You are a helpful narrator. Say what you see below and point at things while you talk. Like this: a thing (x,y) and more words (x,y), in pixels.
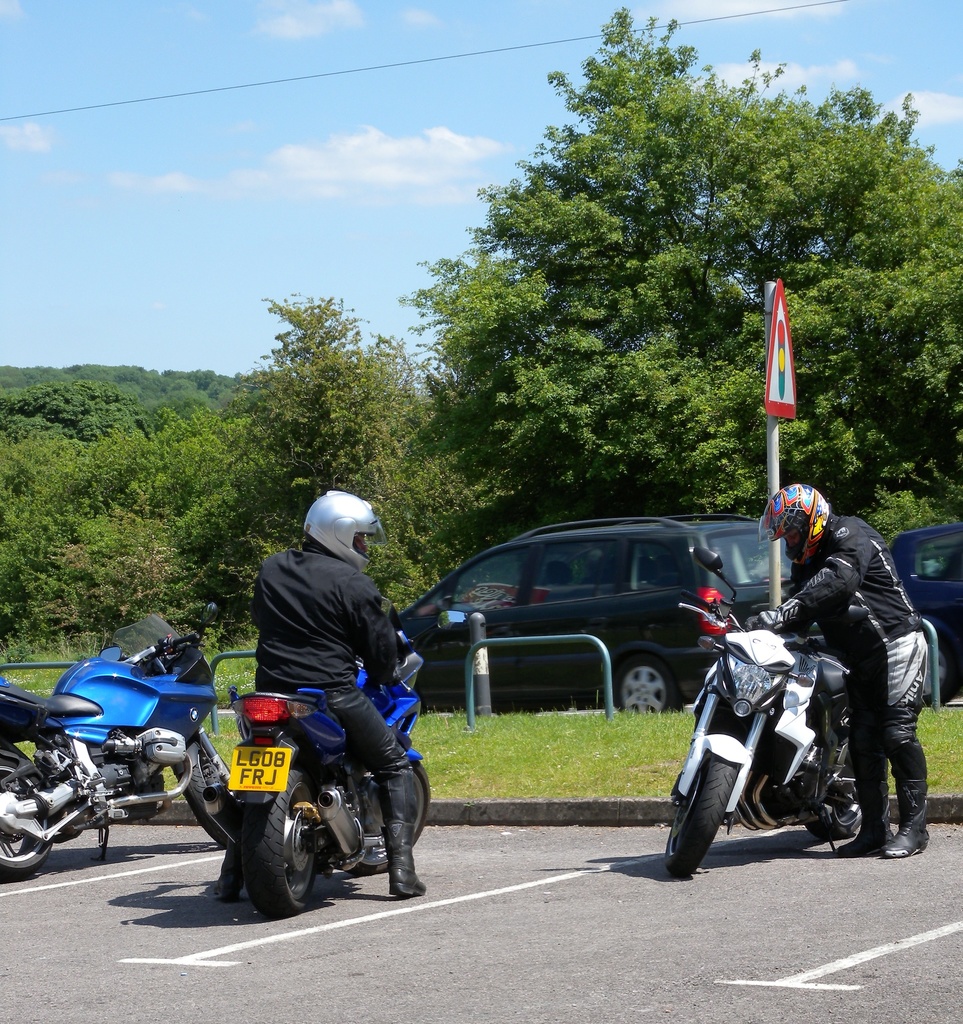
As we can see in the image, there are two persons (345,580), two cars (658,587) and three motorcycles (274,808) and the man (303,570) in the middle (323,626) is sitting on bike (326,722). In the background (323,388) there are trees (525,406). On the top (281,278) there is sky (281,278).
